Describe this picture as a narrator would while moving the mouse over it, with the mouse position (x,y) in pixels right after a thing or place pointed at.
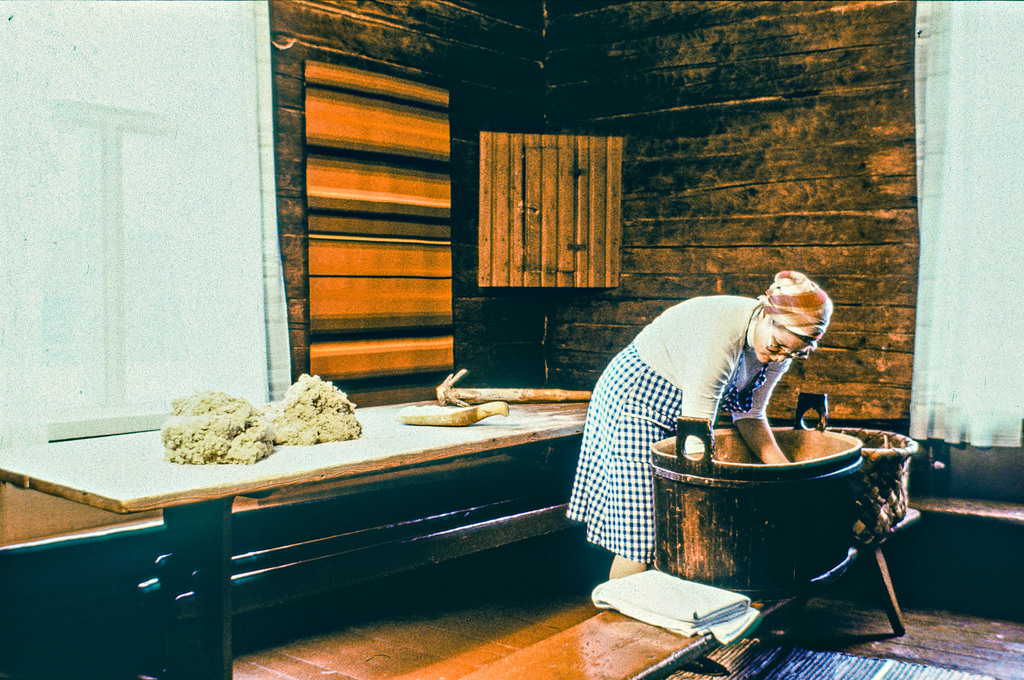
In this picture I can see a woman (662,439) is standing. Here I can see an object (757,507) and some clothes (661,606) on a bench (618,636). In the background (458,224) I can see wall (706,192) and some wooden objects (495,207) attached to it. On the left side (148,452) I can see a wooden platform (303,458) which has some objects (298,430) on it. Here I can see curtains (955,187).
